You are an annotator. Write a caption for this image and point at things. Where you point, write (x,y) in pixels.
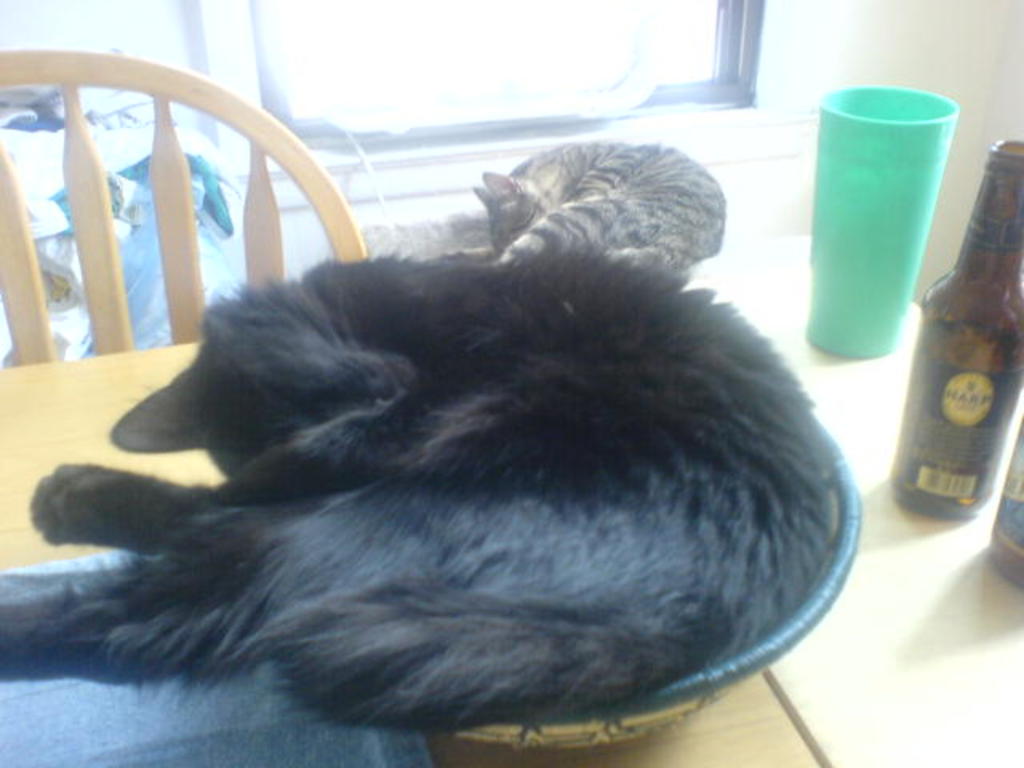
In the image we can see two animals (534,576) and it looks like they are sleeping. Here we can see the wooden table (756,740), chair (25,256) and on the table (865,465), we can see glass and two bottles (971,358). Here we can see the clothes (30,103) and the window (447,58).
